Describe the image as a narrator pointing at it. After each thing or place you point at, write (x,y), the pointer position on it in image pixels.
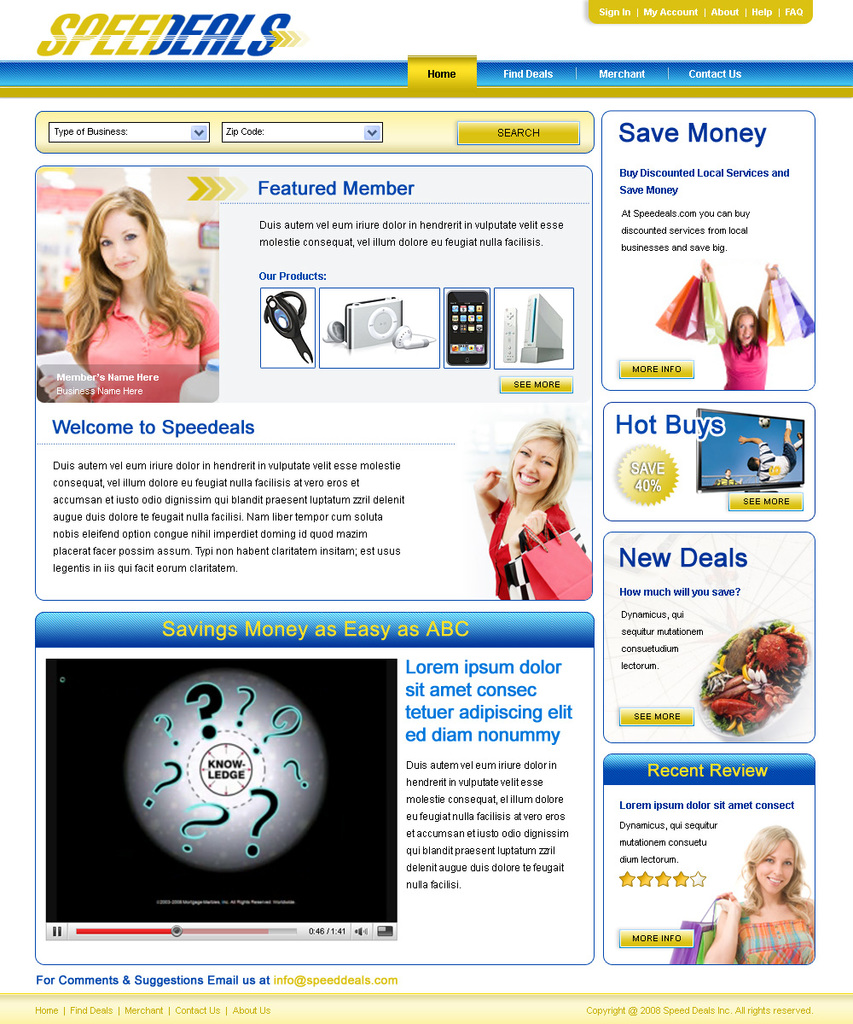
In the center of the image (531,407) we can see an advertisement (435,650).
